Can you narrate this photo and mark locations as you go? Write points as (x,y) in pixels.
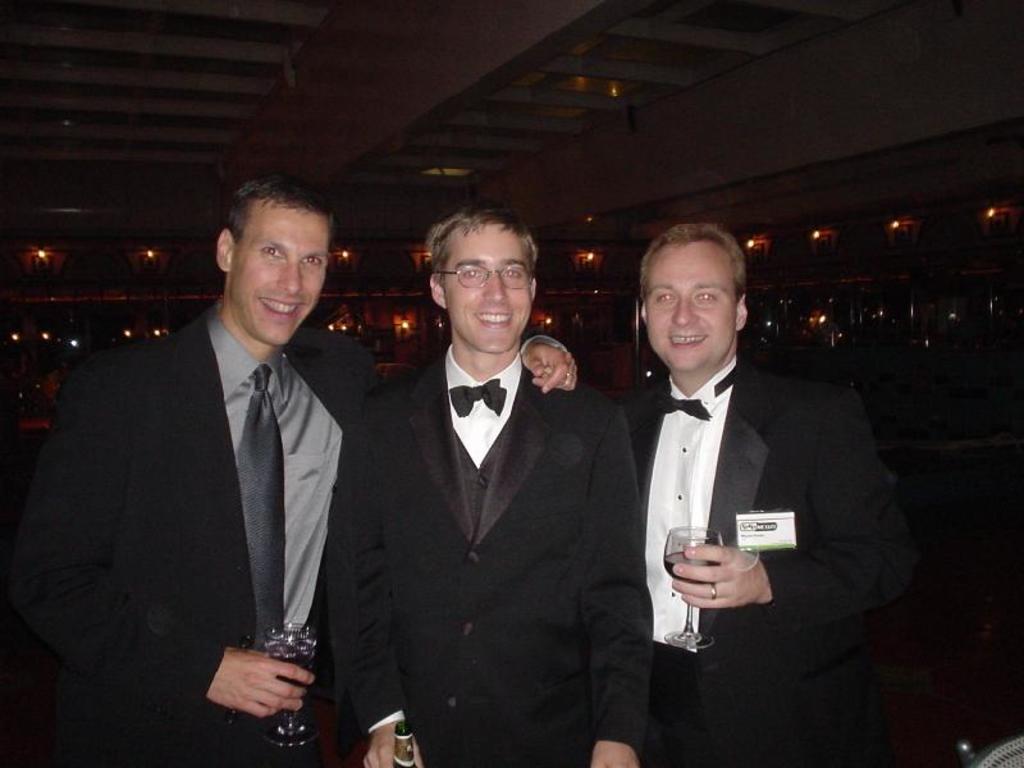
In this picture we can see three men (413,456) are standing and smiling, a man (577,498) in the middle (591,453) is holding a bottle (407,724), rest of the two men (706,465) are holding glasses (668,565) of drinks (304,636), in the background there are some lights (762,238).
